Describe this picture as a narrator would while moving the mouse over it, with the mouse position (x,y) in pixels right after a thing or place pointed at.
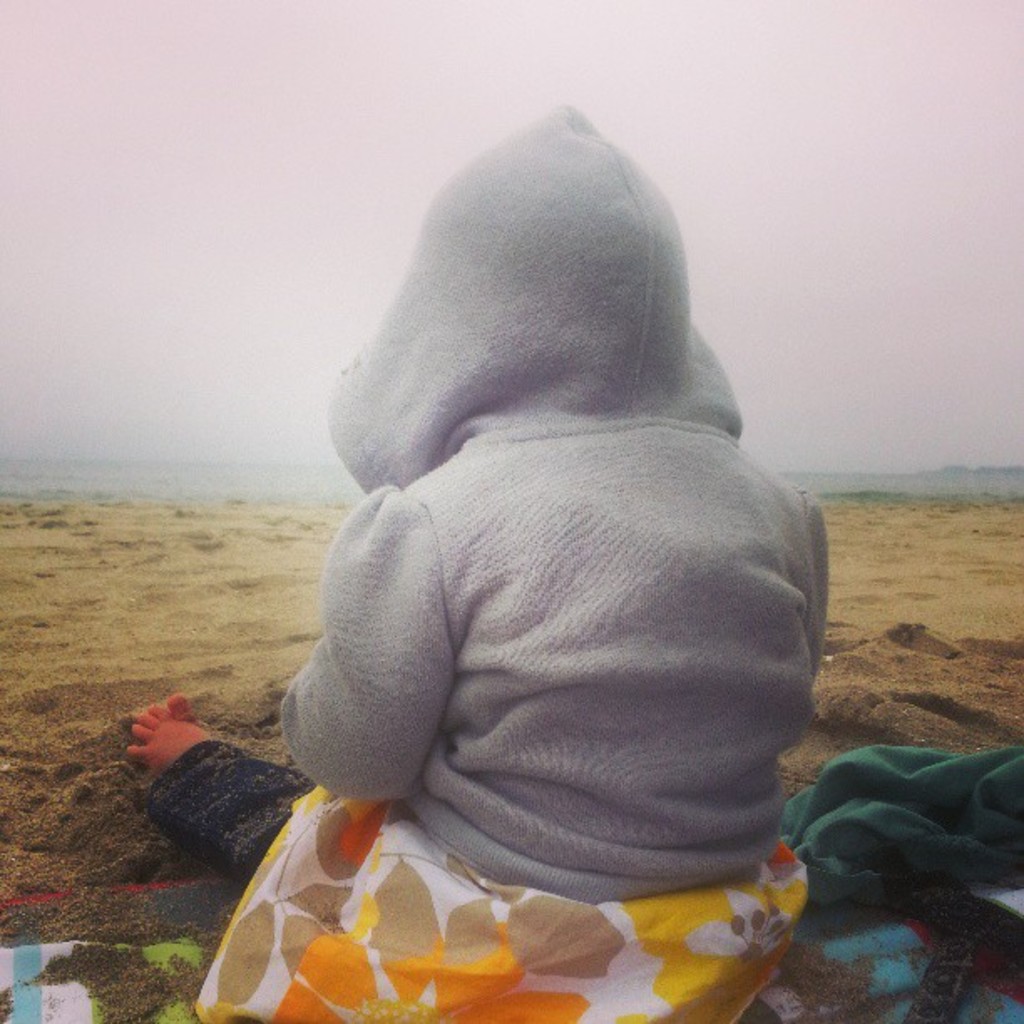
In the picture I can see a baby (636,419) sitting on the sand (118,968) and the baby (644,796) is wearing a jacket (680,656). I can see a green colored cloth (927,778) on the bottom right side of the picture (929,783). I can see the towel (192,999) on the sand (807,966) at the bottom of the picture (18,986).
